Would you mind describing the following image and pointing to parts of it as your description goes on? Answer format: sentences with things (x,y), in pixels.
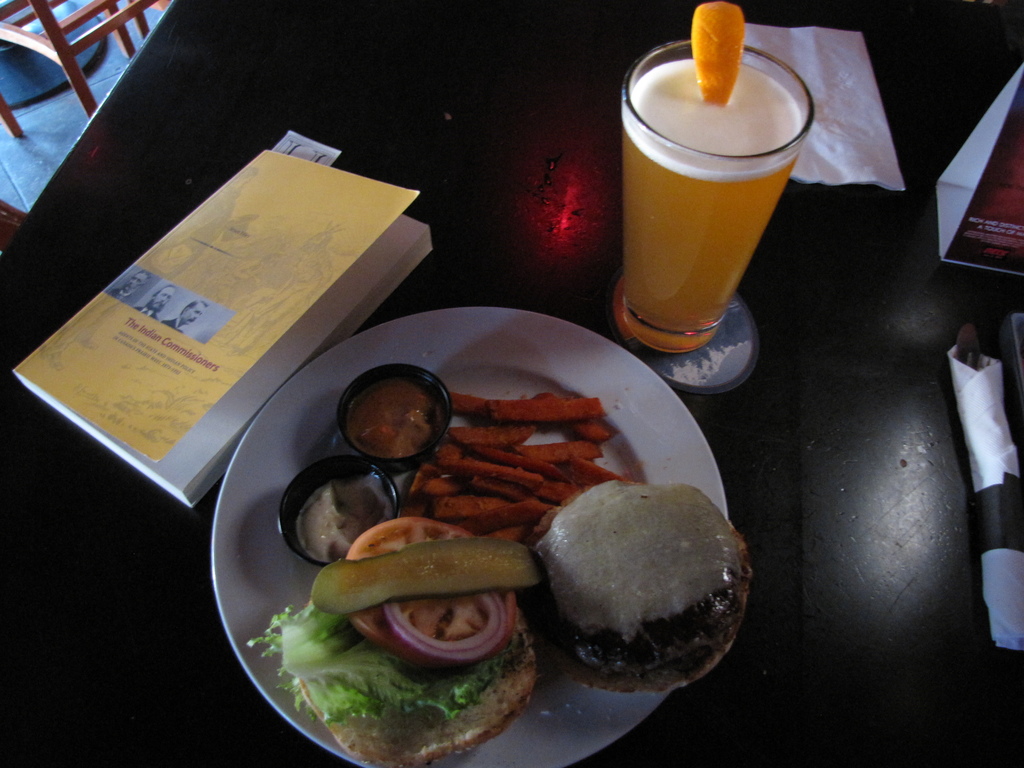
In the foreground of this table (529,113), there is a black colored table (500,101) on which a book (359,238), a plate (535,376) with food (579,400), a juice glass (722,262), tissue paper (851,137), few objects (997,256) are placed on the table (1002,303).
